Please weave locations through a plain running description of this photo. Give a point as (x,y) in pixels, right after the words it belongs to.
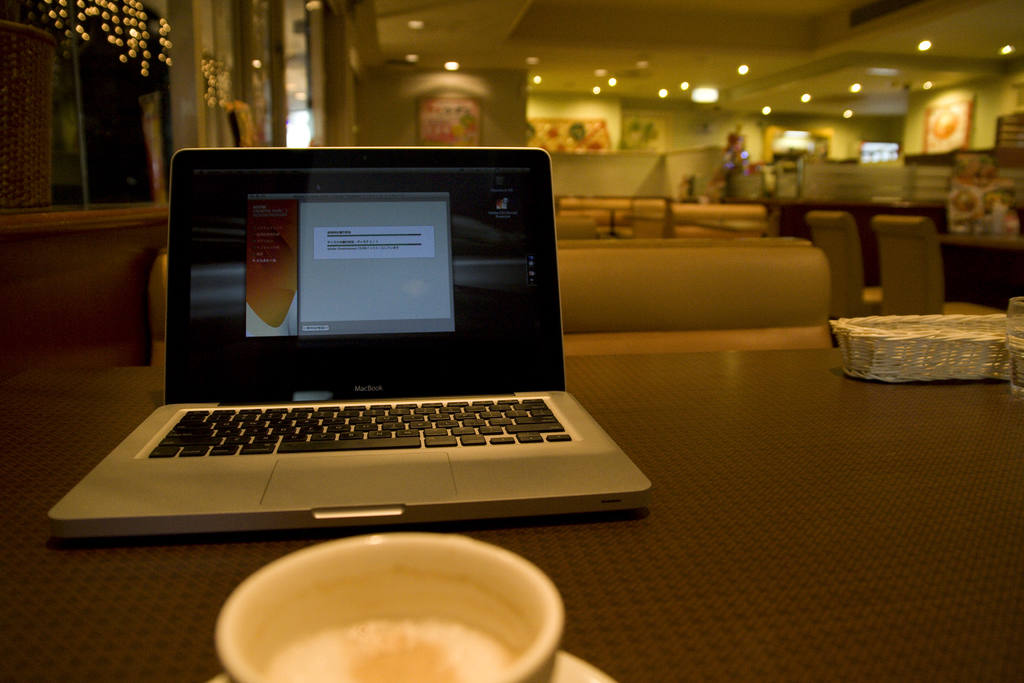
This picture shows a laptop (410,519) and a tea cup (509,672) on the table (892,392) and we see few lights (611,79) and chairs (837,230).
